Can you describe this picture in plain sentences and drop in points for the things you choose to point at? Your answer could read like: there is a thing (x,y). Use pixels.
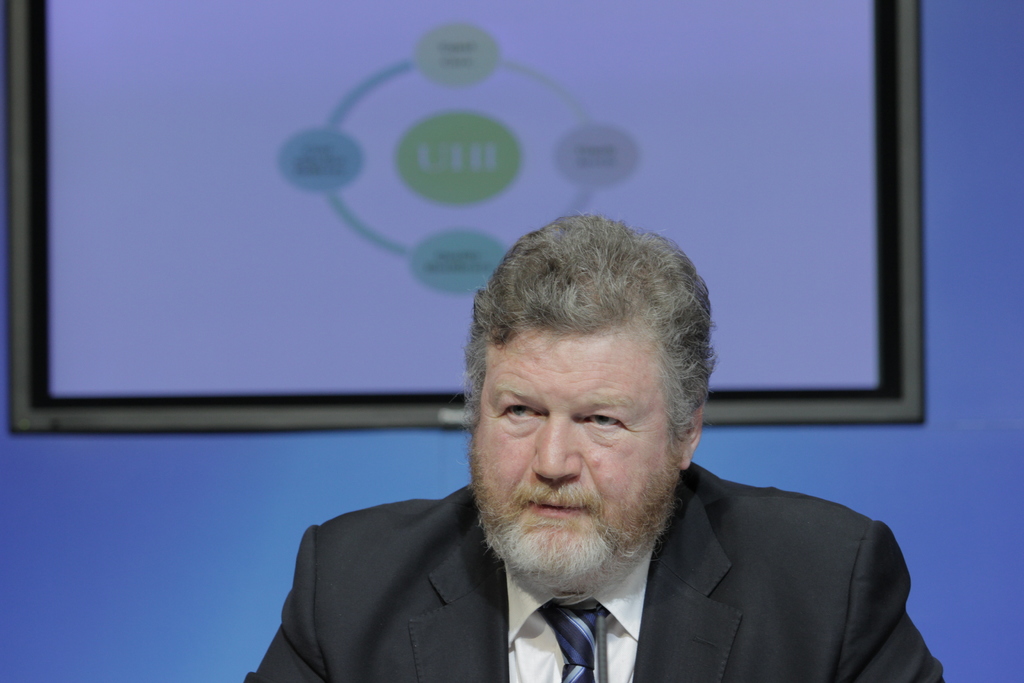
A man (682,650) is present wearing a suit (402,635). There is a screen (349,7) behind him.
